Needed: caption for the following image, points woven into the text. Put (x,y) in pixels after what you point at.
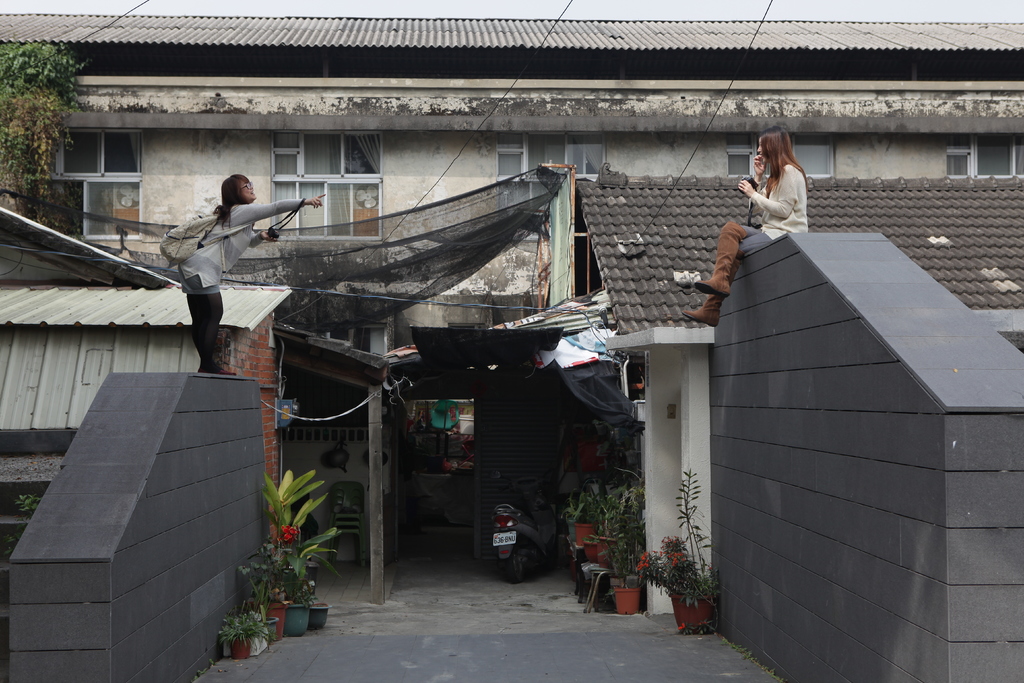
In this image I can see two persons (789,178), the person (795,189) at right (788,189) is wearing white and gray color dress (762,234) and the person (211,267) at left (235,242) is wearing gray and black color dress (207,327). Background (615,566) I can see few plants (616,530) in green color. I can also see the vehicle (528,508), the building (369,150) is in white and black color, few glass windows (117,181) and the sky (320,6) is in white color.
